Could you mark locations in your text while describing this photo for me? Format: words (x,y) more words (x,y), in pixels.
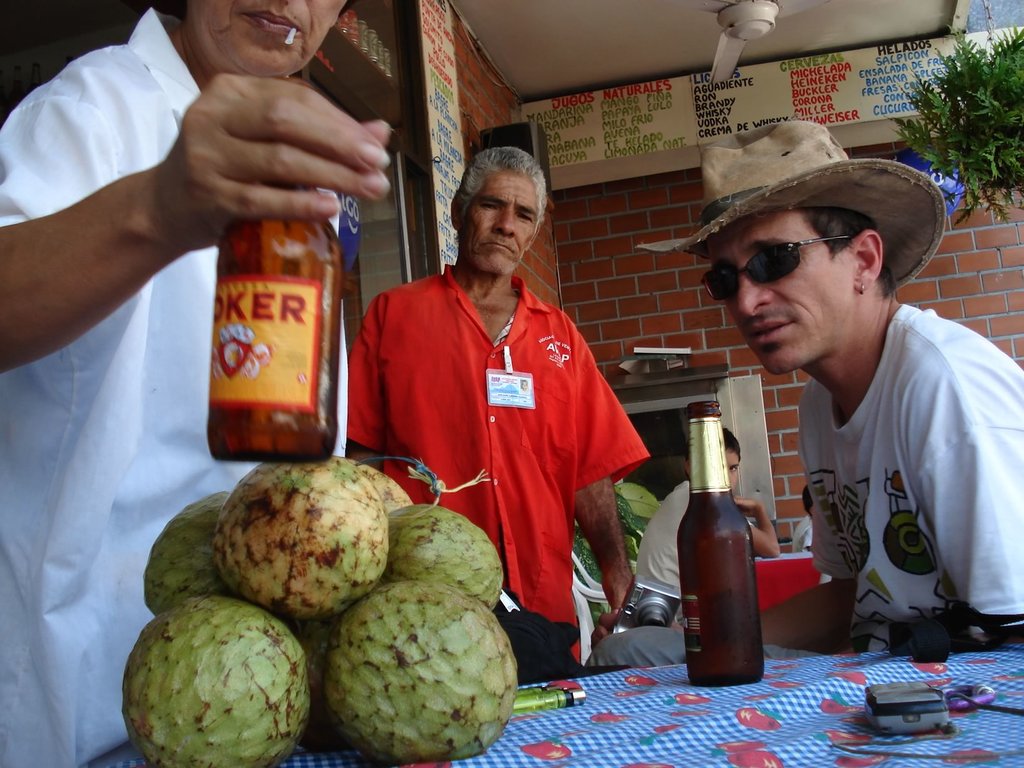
In the picture there are total four persons (742,496) two of them are sitting two of them are standing, the person (173,359) who is standing to the left side (240,212) he is holding some bottle (327,308) in his hand (235,124) and he is also holding something in his mouth (291,24) also, there is a table (529,749) in front of them on the table (751,715) there is a lighter (549,699), a bottle (723,592) and also some fruits (426,600), there is a red color and blue color cloth (708,726) on the table (490,735) in the background (674,112) there are some food items list (820,74) written on the board (584,127) and a tree (923,143), behind it there is a red color brick wall (610,240).
